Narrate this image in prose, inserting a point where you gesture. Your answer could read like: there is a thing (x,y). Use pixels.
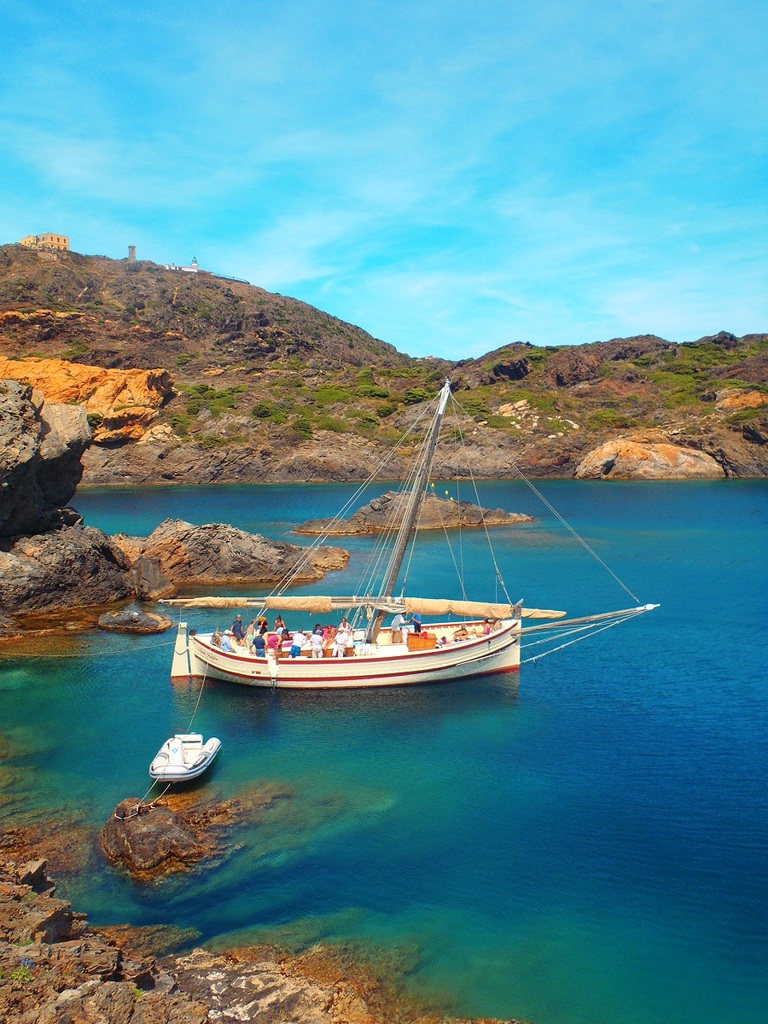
In the center of the image (270,636) we can see persons (235,639) in boat (377,631) on the water (359,726). At the bottom of the image (652,733) we can see boat (165,754) and water (456,892). In the background (433,310) we can see hills (173,375), water (99,497), buildings (133,261), sky (270,184) and clouds (176,195).
